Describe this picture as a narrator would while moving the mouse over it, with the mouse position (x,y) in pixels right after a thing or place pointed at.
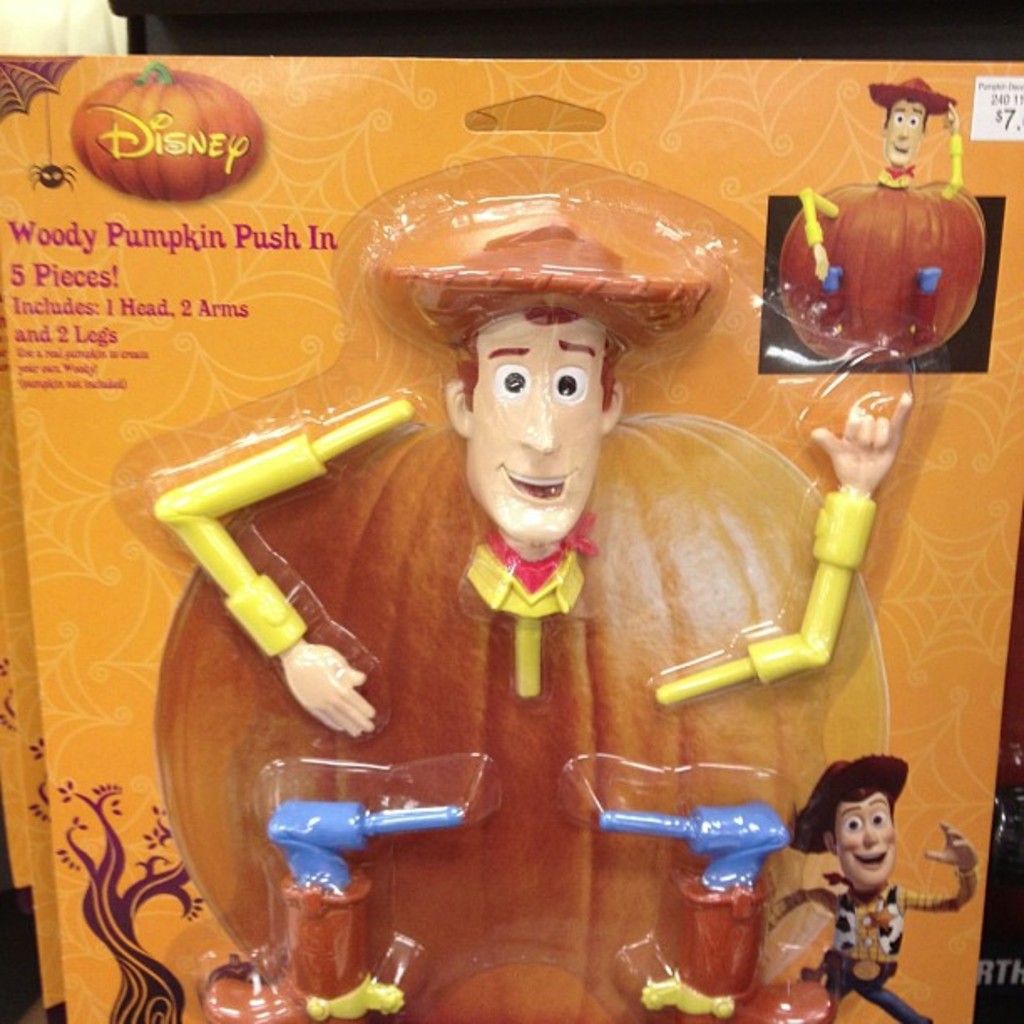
This is a poster and in this poster we can see a toy parts (658,325), tree (127,1011), pumpkin (210,167) and some text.
